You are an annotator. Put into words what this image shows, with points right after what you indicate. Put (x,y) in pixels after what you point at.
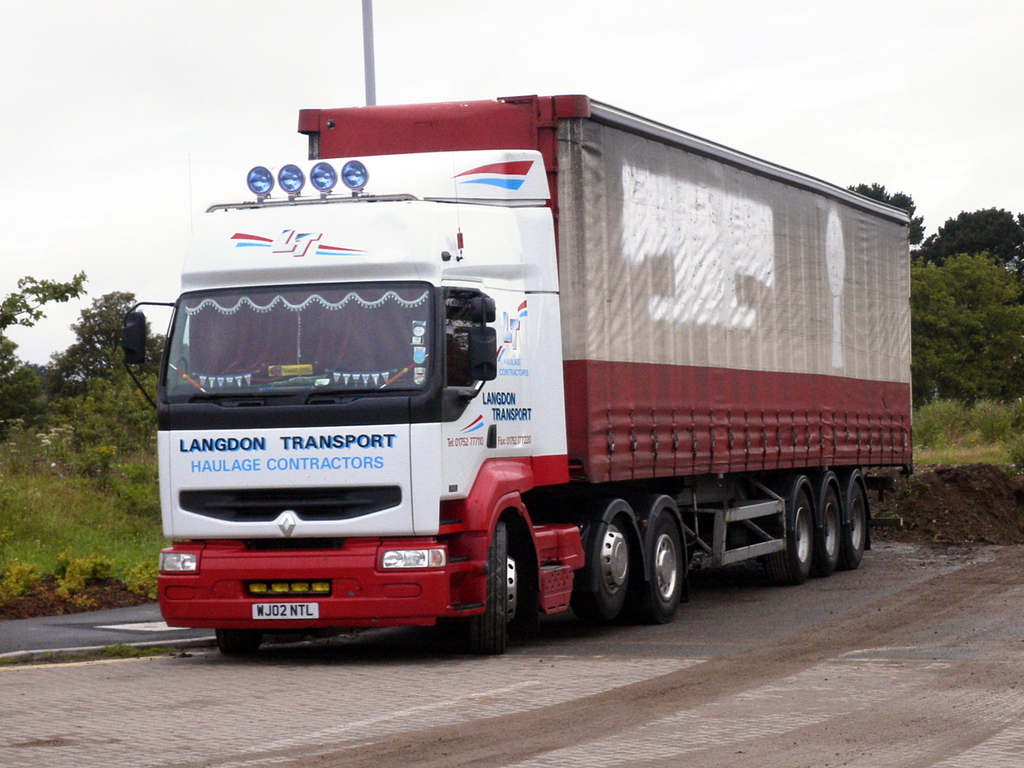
In this picture there is a lorry (638,445) on the road (415,756). We can observe white and red color lorry (457,419). In the background (952,270) there are trees (939,269) and a sky (630,102).
